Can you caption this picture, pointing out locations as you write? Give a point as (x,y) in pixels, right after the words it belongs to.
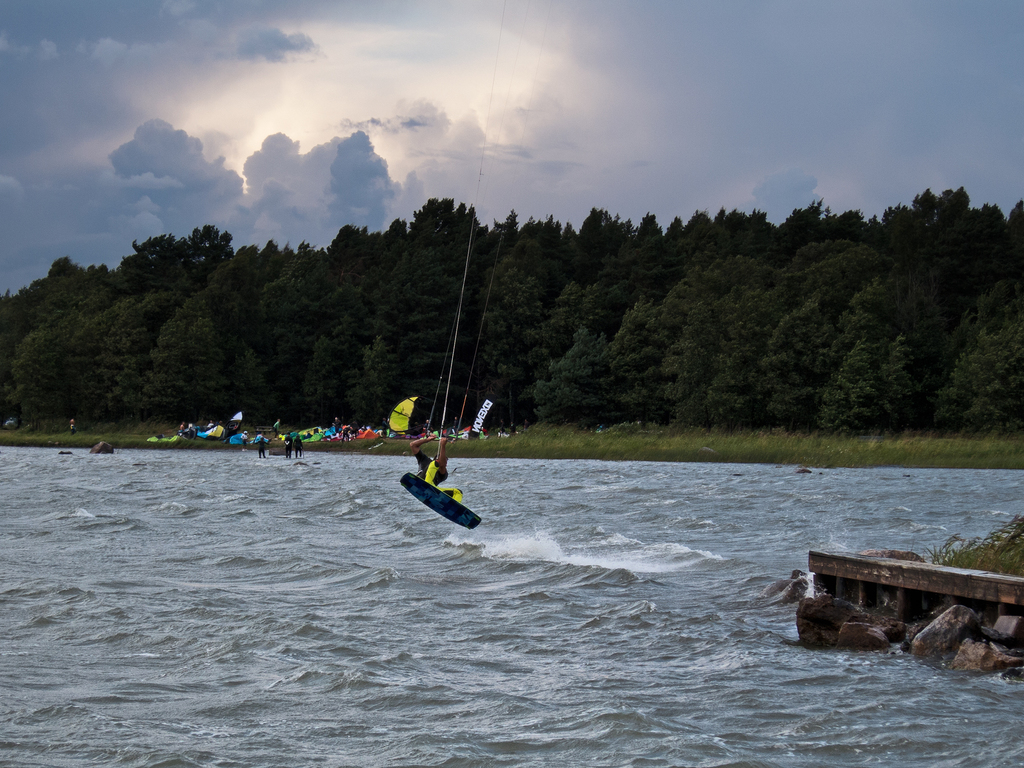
In this image I can see a person (431,472) doing kitesurfing. I can see the water surface (397,634). In the background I can see few people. I can see some trees (616,387). At the top (507,183) I can see clouds (415,138) in the sky (384,161).
